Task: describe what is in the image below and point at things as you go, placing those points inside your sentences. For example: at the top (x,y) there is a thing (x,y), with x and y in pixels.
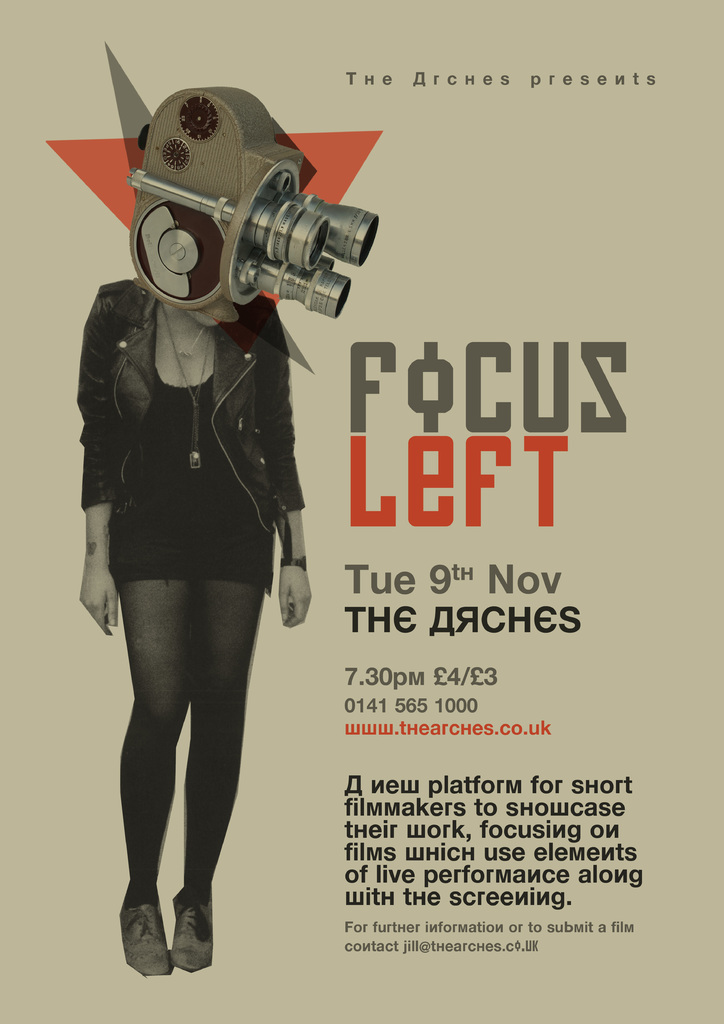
In this image I can see the person (191,358) standing and I can also see the machine (167,165) and I can see some is written on the image.
